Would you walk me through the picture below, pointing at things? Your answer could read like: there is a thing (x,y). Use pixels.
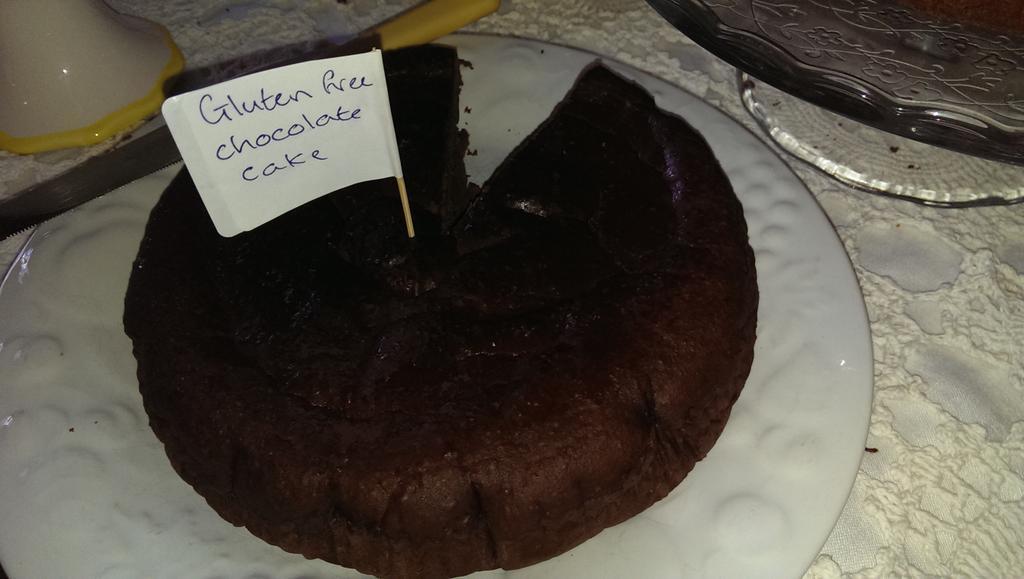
In this image I can see the white colored surface (921,314) on which I can see a white colored plate (812,491) and on the plate (719,503) I can see a cake (514,357) which is brown in color and on the cake (447,309) I can see a flag (376,123) which is white in color and on the white colored surface (269,32) I can see few other objects (76,6).
